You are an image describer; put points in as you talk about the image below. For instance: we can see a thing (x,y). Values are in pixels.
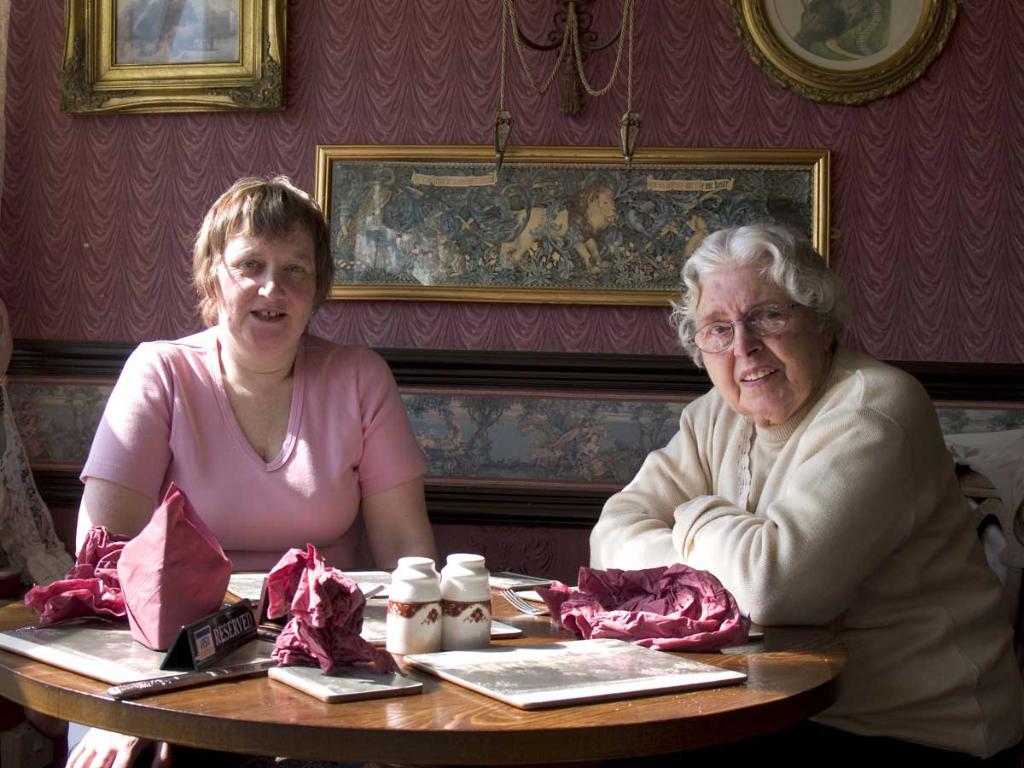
In this image i can see two women (407,423) sitting there are two bottles (476,603), a frame (466,665), a cloth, a board (248,628) on a table (251,686), there are three frames (383,222) attached to a wall (261,156).
